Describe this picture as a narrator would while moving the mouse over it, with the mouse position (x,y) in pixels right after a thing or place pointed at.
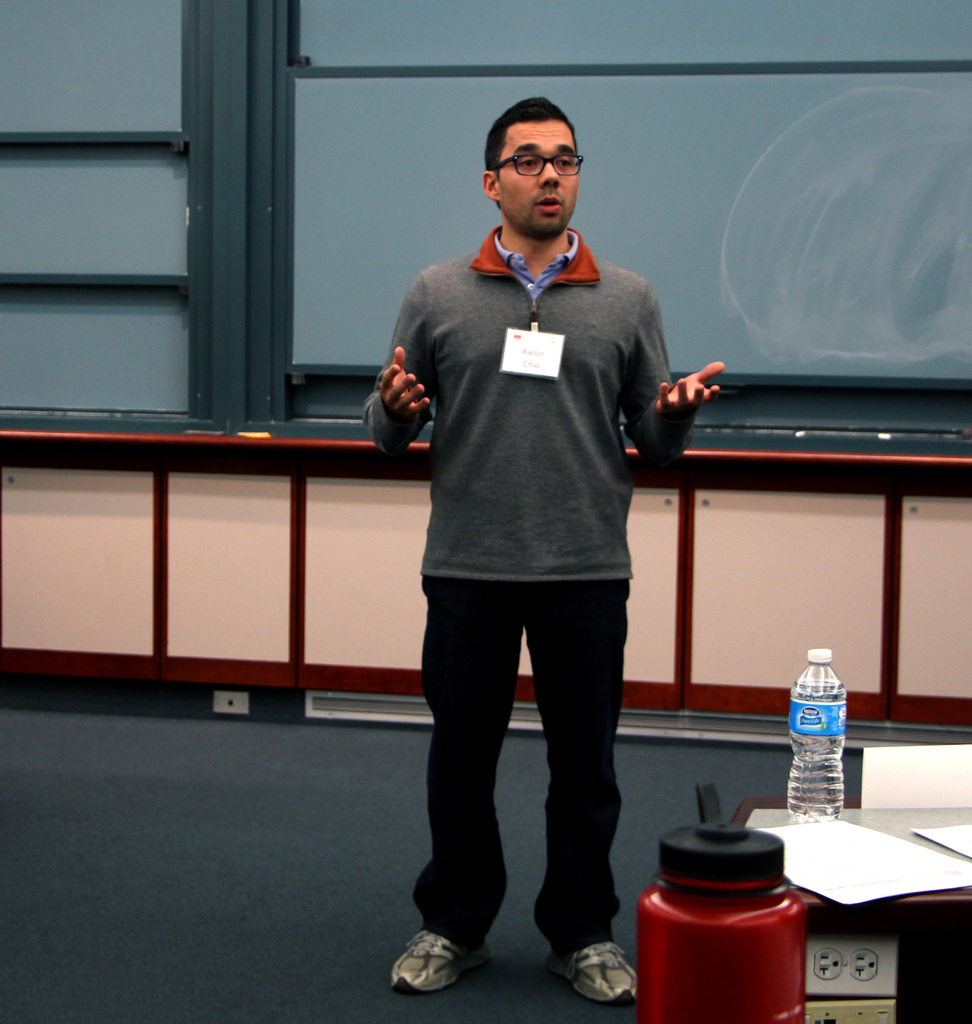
This picture shows a man (436,836) standing and speaking and we see water bottle (824,771) and some papers (943,861) on the table (962,890).
